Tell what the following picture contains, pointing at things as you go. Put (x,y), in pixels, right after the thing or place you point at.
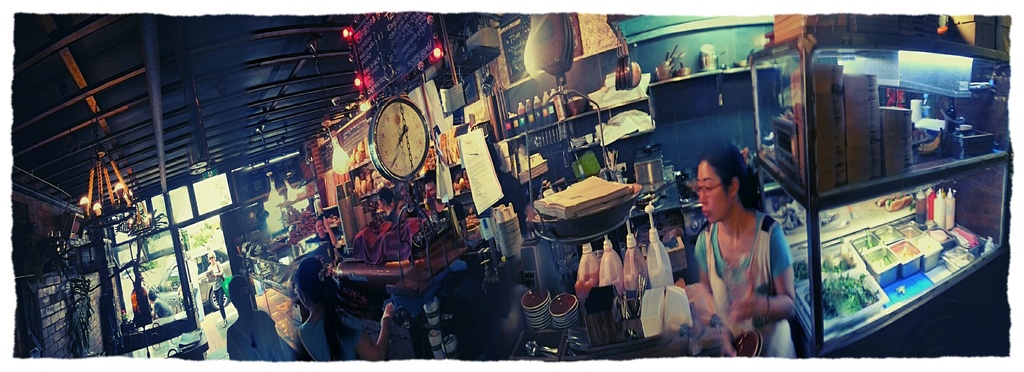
There are people (249,322) and we can see bottles (607,244) and objects (609,315) on platform (669,340). We can see bottles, clothes (396,233) and few things (361,188) on shelves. In the background (661,68) there are objects (359,204). On the right side of the image (880,267) we can see bottles (928,192), containers (923,237) and objects (893,205) in glass racks (888,183). On the left side of the image (63,353) we can see wall (20,217), candles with stand (122,213), objects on table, pole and glass (127,238). We can see car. At the top (390,115) we can see lights (273,162) and clock (394,169).
